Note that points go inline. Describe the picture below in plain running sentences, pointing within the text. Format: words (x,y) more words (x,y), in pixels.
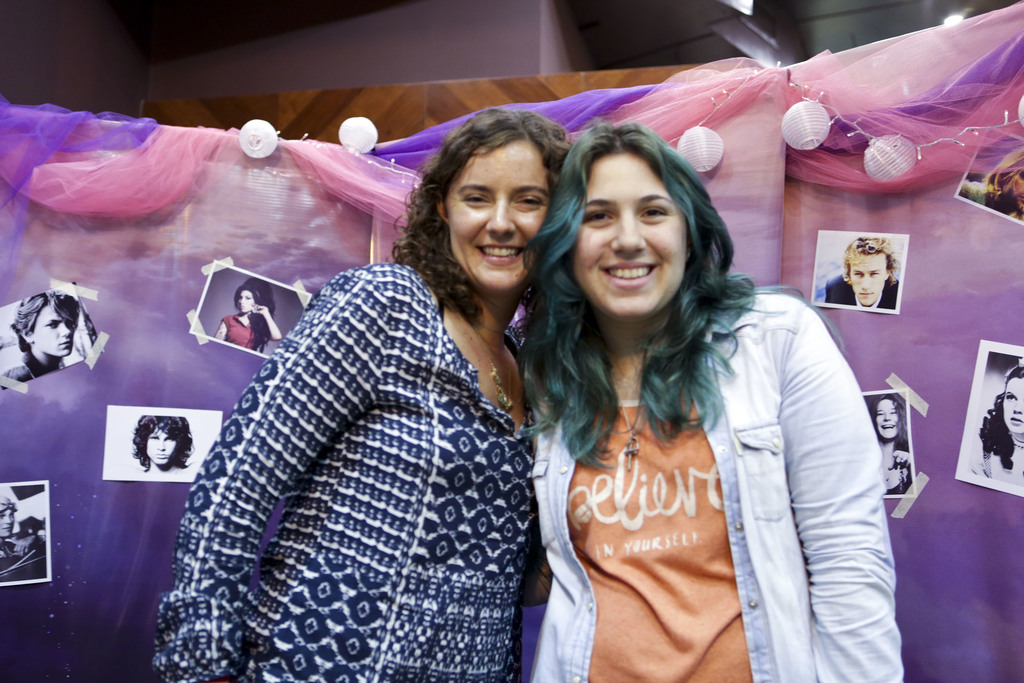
In a given image i can see a two people (328,392) and in the background (761,83) i can see photo frames (1008,448) and decorative objects (11,125).
